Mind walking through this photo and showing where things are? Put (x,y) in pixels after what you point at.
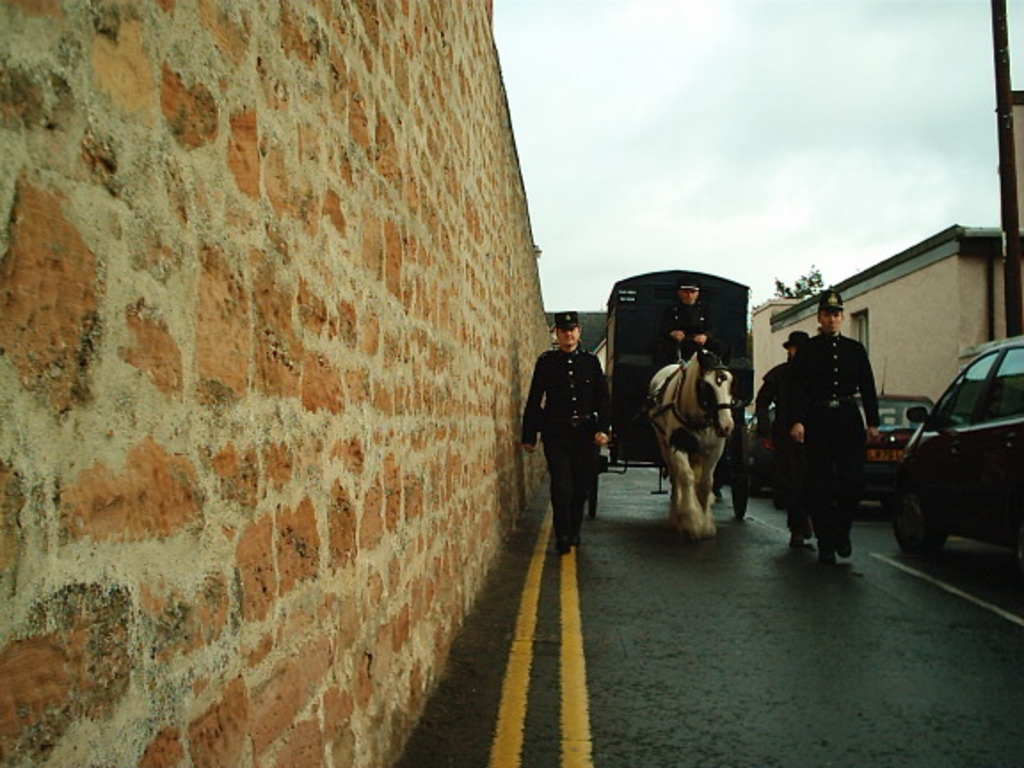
In this Image I see a person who is in the cart (636,390) and riding horse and I see another 3 persons (836,291) who are on the path (605,693) and I see vehicles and a house (766,336) over here and I can also see a wall (509,165).
